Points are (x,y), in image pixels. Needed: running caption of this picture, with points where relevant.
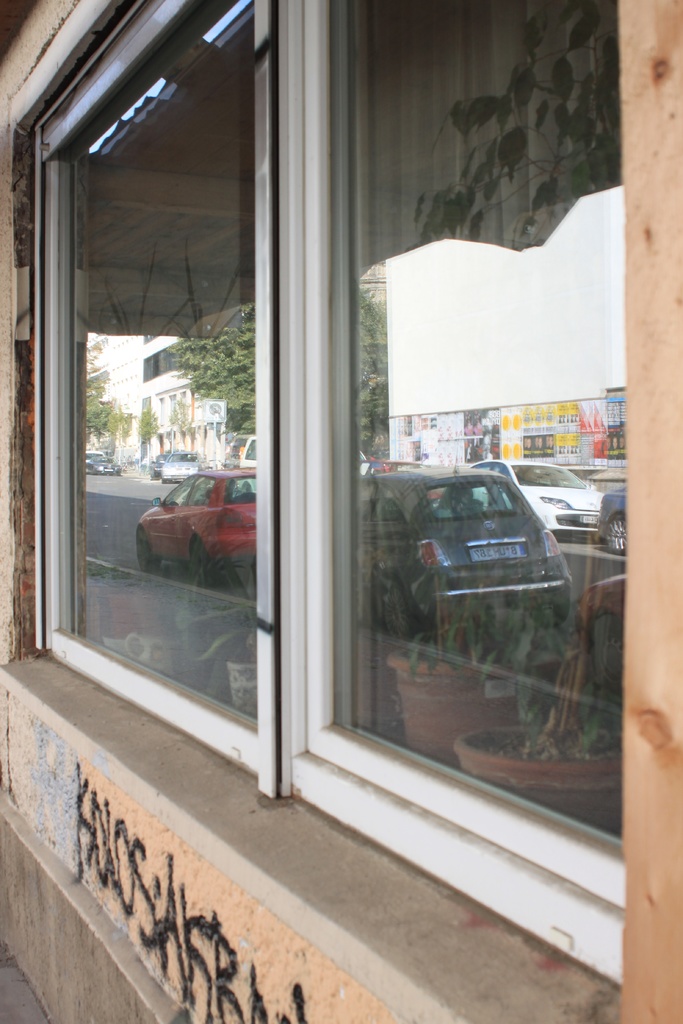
In this picture we can see glass window (208,712) and wall (42,938), on this glass window (469,603) we can see reflection (499,432) of plants (494,656) with pots (473,678), vehicles (181,548) on the road (161,569), buildings (177,437), board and trees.
